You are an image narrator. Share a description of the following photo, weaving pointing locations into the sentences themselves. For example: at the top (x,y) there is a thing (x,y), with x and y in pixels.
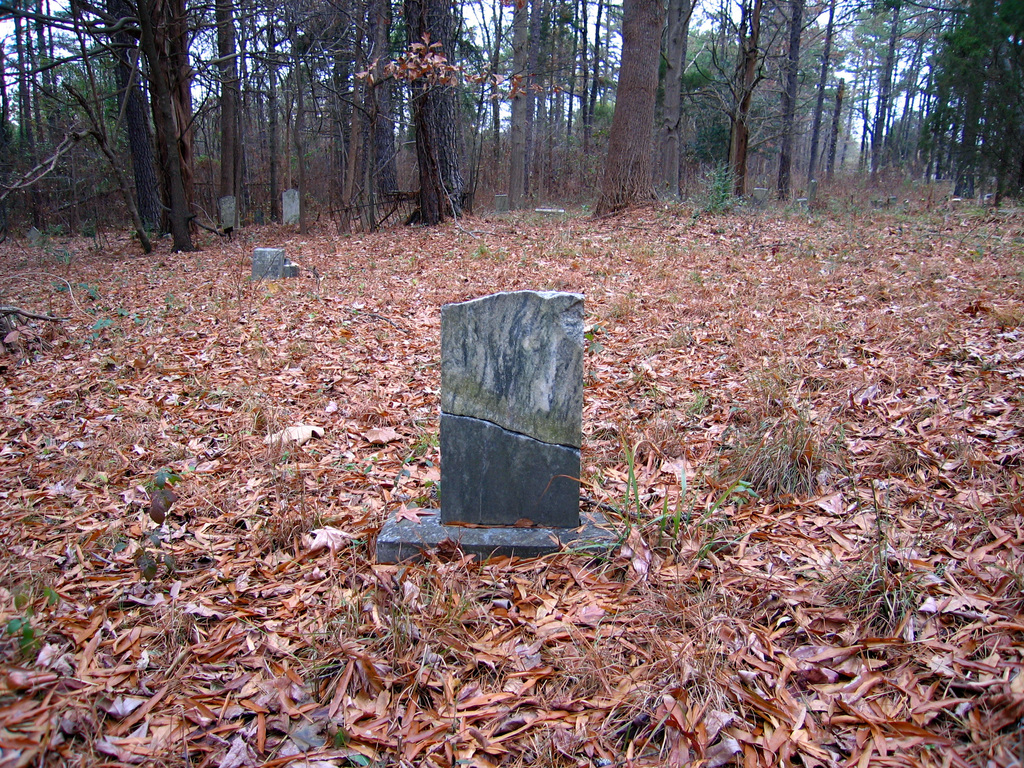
This picture is clicked outside. In the center (509,411) we can see the stones (540,377) and the dry leaves (317,540) lying on the ground (367,534). In the background (508,31) there is a sky (511,15) and the trees (416,170) and some plants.
